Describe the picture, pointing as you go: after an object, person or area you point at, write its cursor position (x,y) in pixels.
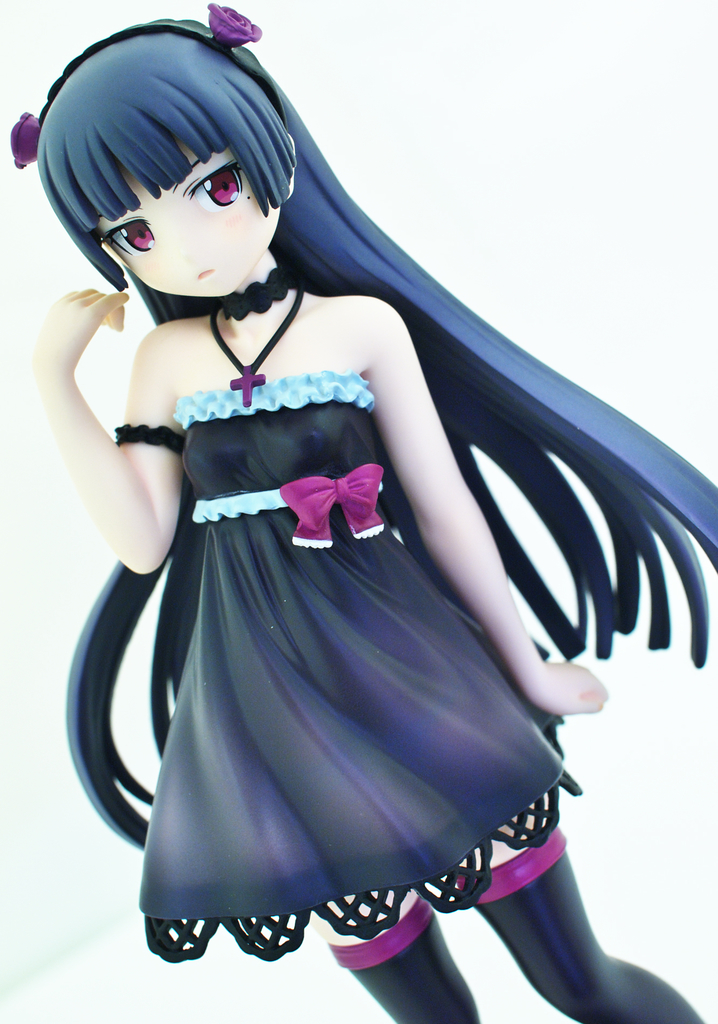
In this image there is a doll (412,688). In the background of the image (420,0) it is in white color.
